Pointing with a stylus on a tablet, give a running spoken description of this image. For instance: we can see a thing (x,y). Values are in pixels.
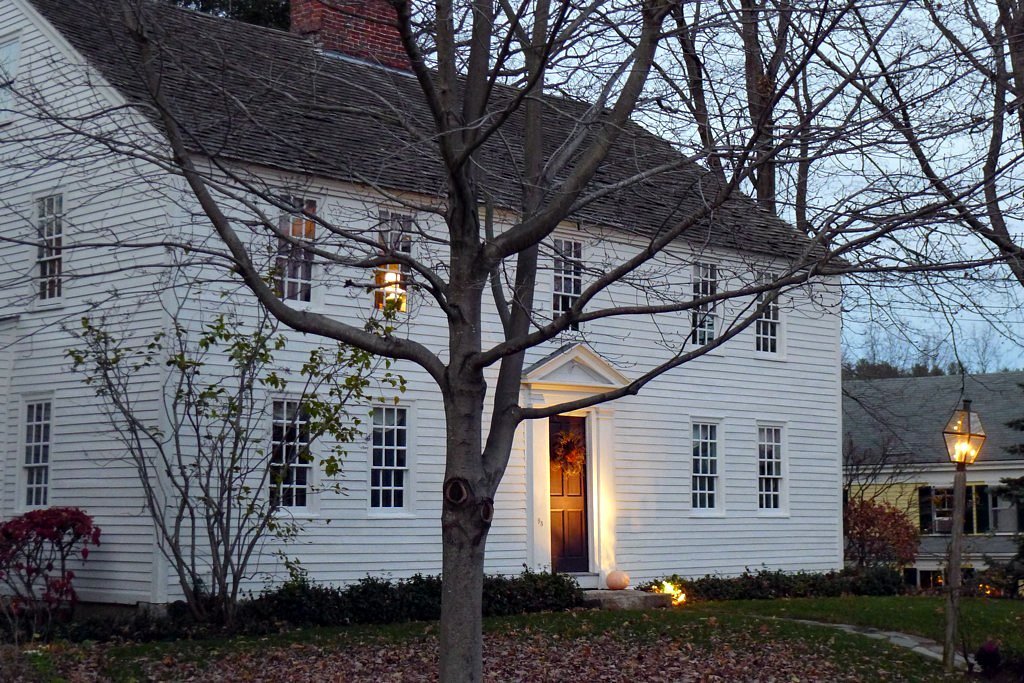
This picture is clicked outside in the foreground (511,605) we can see the trunk (481,459) and branches (503,387) of a tree (625,86) and we can see the dry leaves (539,662) and the green grass (868,676) and some plants (395,611). On the right (977,435) there is a lamppost (962,533). In the center (680,234) we can see the buildings (797,399). In the background (970,338) there is a sky (941,314) and the trees (928,360).
